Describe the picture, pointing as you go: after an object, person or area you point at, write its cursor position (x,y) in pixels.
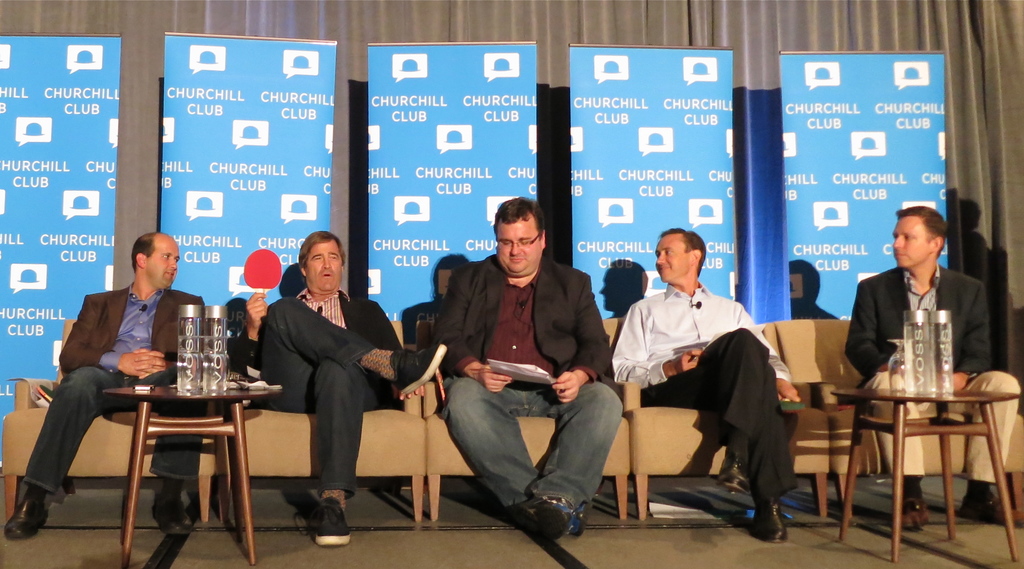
There are five people (466,318) sitting on the chairs (659,426). there are two teapoy (209,396) where two water bottles (198,359) are placed on one teapoy (210,430) and two water bottles (911,378) are placed on the other teapoy (905,395). At background (385,194) there are blue colored banners (448,131) placed.
